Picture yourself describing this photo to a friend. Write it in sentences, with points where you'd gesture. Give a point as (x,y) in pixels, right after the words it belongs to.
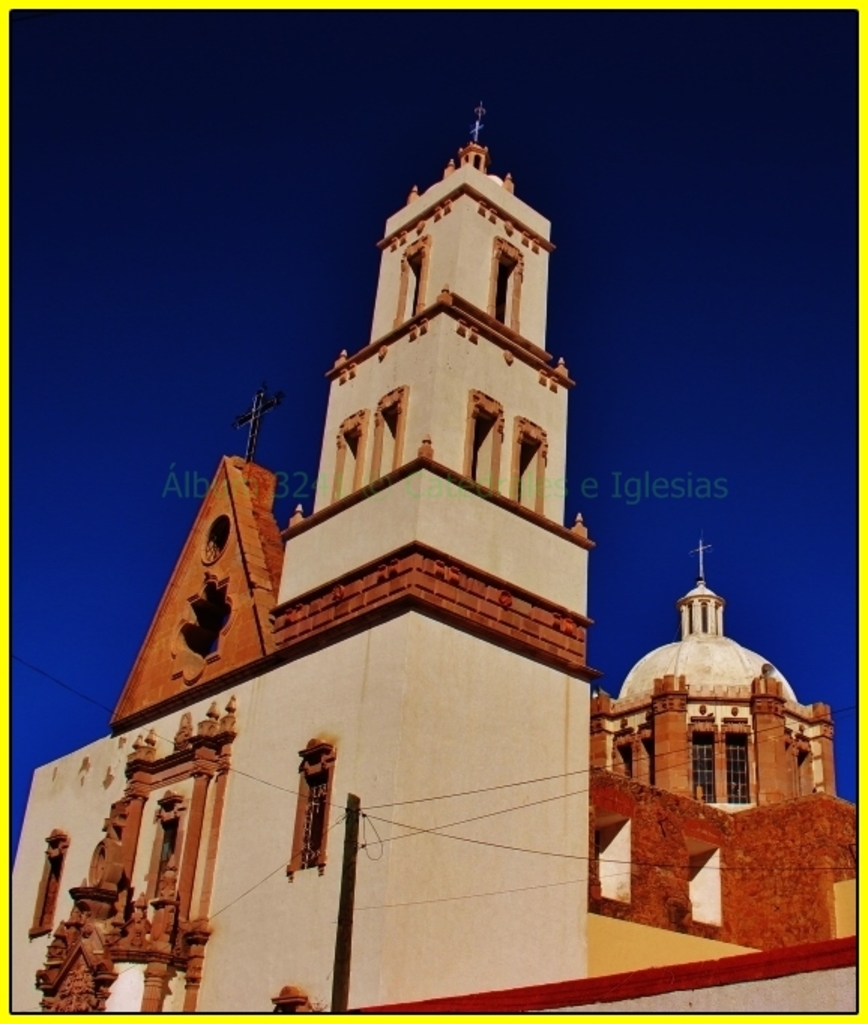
This is a church (420,756) with windows (322,773) and arches (379,413). On the church (416,386) there are crosses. In the background (267,235) there is sky (91,517). Also there is a watermark (632,487) on the image.
